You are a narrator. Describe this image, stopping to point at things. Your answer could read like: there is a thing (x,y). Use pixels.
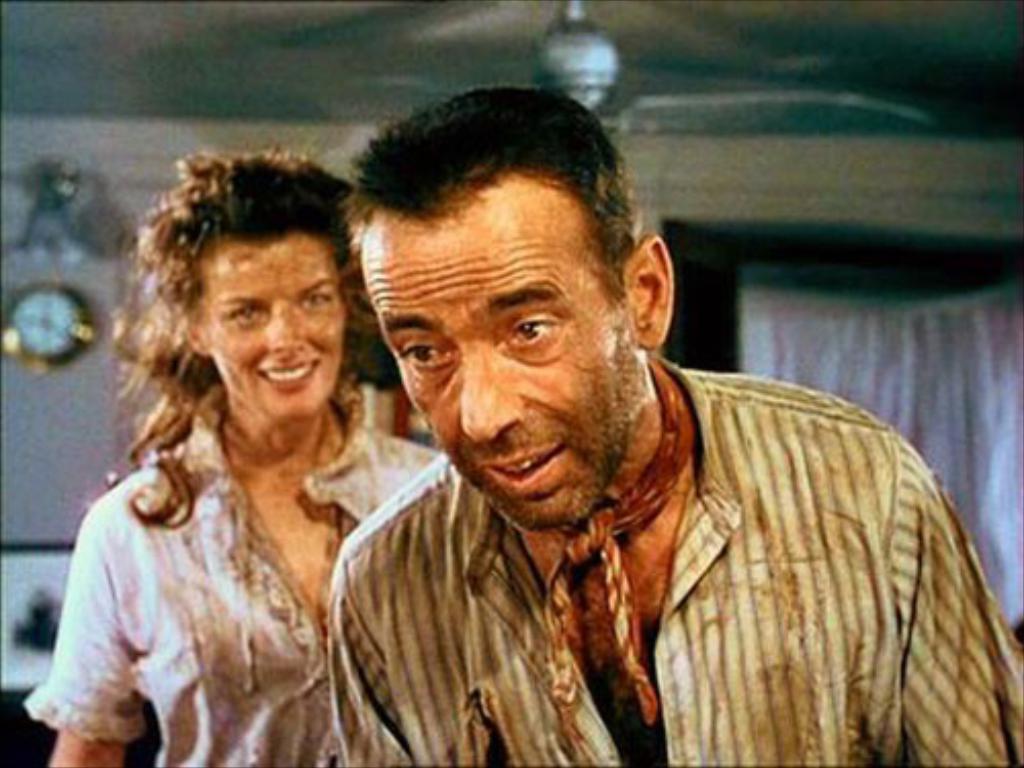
In this image we can see two persons (371,428), behind them there is a wall clock (54,319), a fan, and the background (1002,456) is blurred.
